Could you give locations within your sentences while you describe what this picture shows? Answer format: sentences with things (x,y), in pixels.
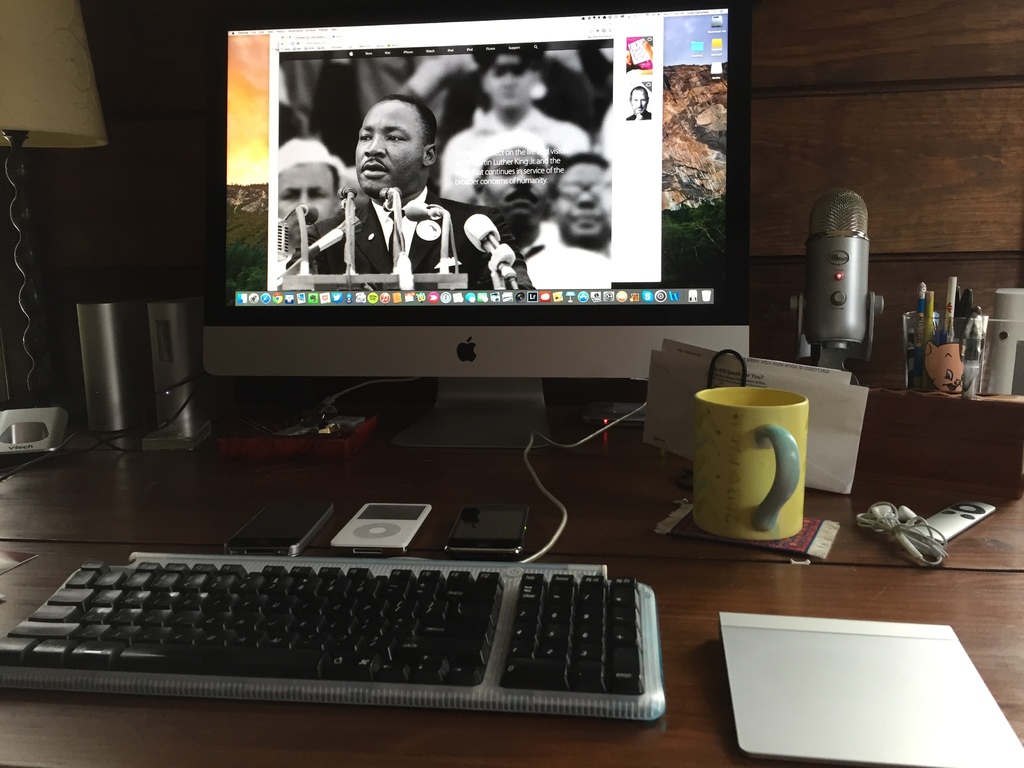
There are some electronic gadgets (417,526) and a desktop (639,159) on a table (591,477). In which a web page (457,145) is being shown.
